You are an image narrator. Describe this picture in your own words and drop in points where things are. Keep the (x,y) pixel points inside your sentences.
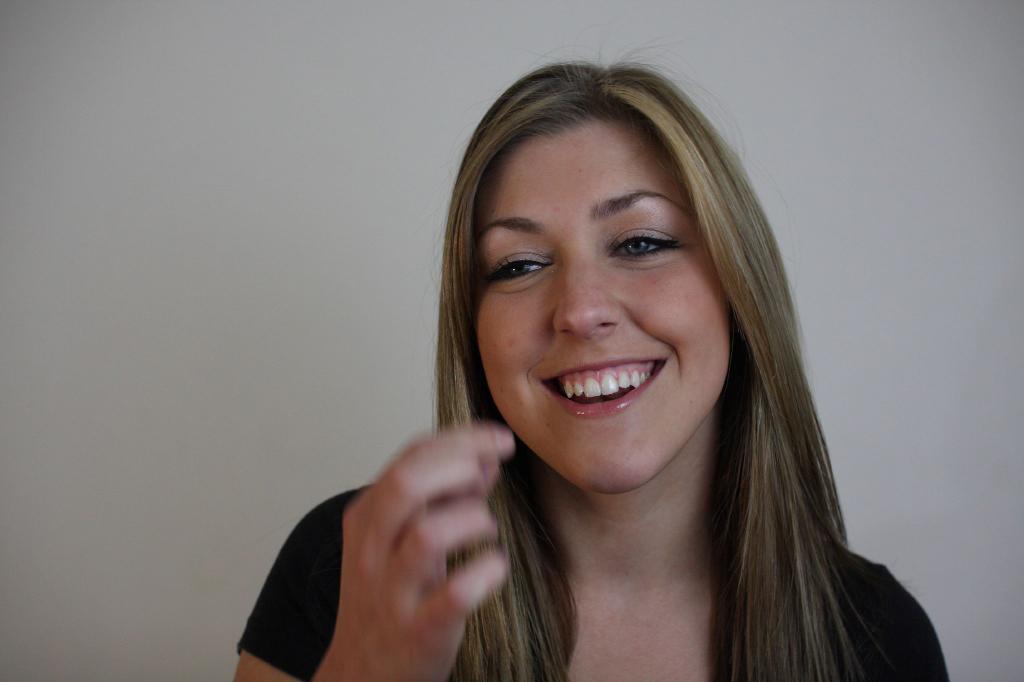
In this image there is a woman (589,521) smiling.
